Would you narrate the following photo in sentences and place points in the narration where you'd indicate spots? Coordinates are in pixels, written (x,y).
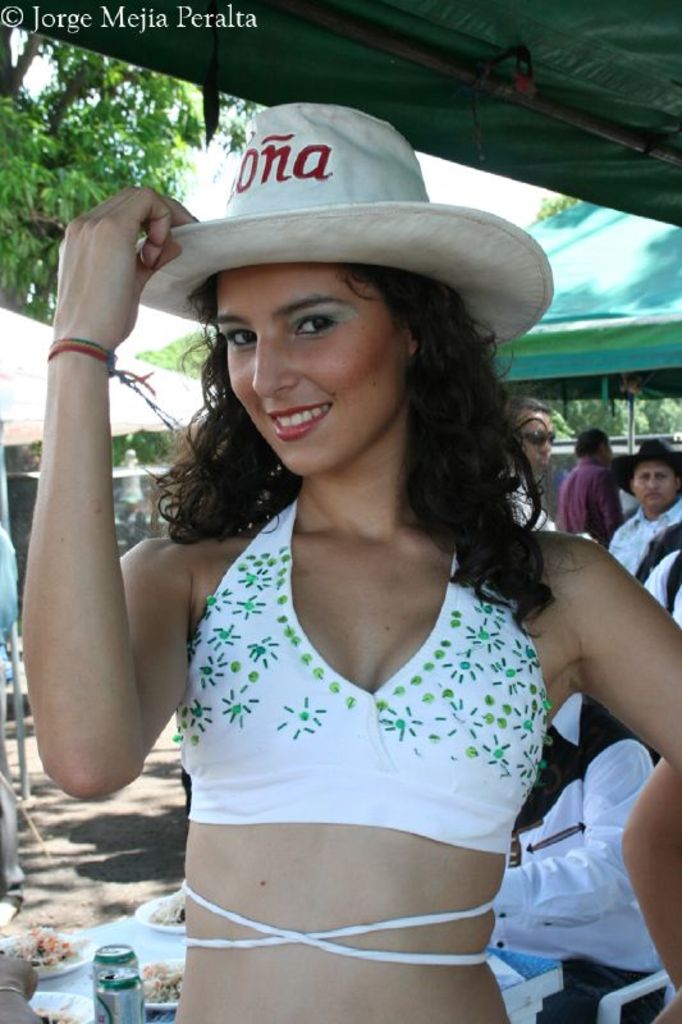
The picture is taken outside a city. In the foreground (259,695) there is a woman (384,460) in white dress (395,693) and hat (280,206), behind her there is a table (139,951), on the table (56,984) there are plates (85,949) served with food (177,971). On the right (587,822) there are people (606,514). In the background (556,299) there are tents (30,335) and trees (119,132). It is sunny day.
